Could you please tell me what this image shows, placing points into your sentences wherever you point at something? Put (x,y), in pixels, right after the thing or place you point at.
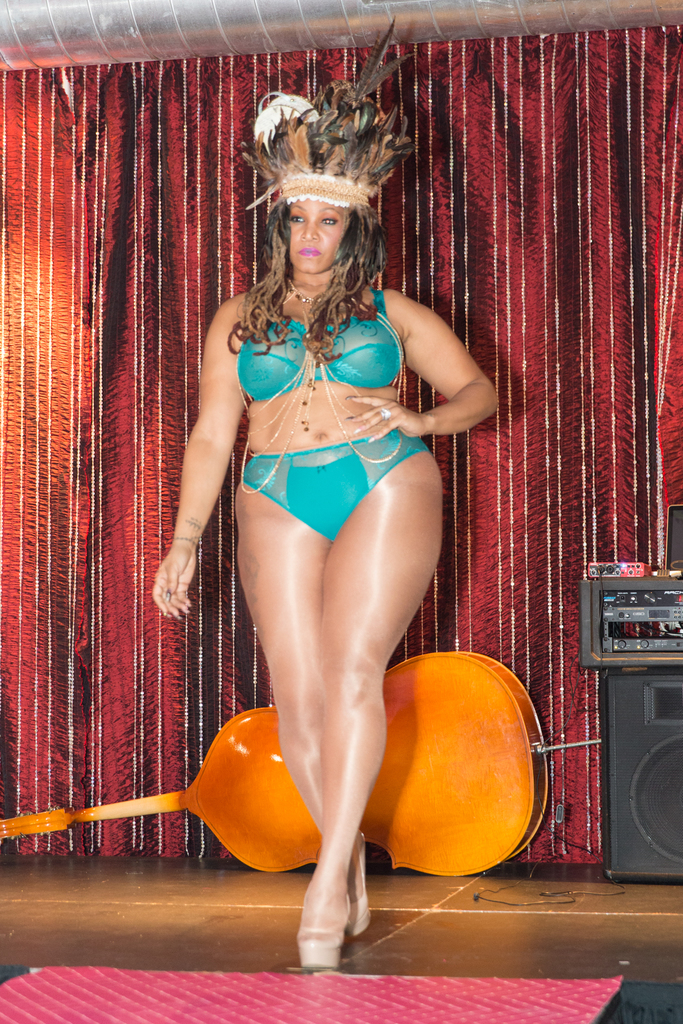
In this picture we can see a woman (357,493) standing on the floor (399,949). In the background (108,816) we can see a musical instrument (369,820), speaker (636,713), devices (645,575), curtain (513,450) and some objects (170,31).
